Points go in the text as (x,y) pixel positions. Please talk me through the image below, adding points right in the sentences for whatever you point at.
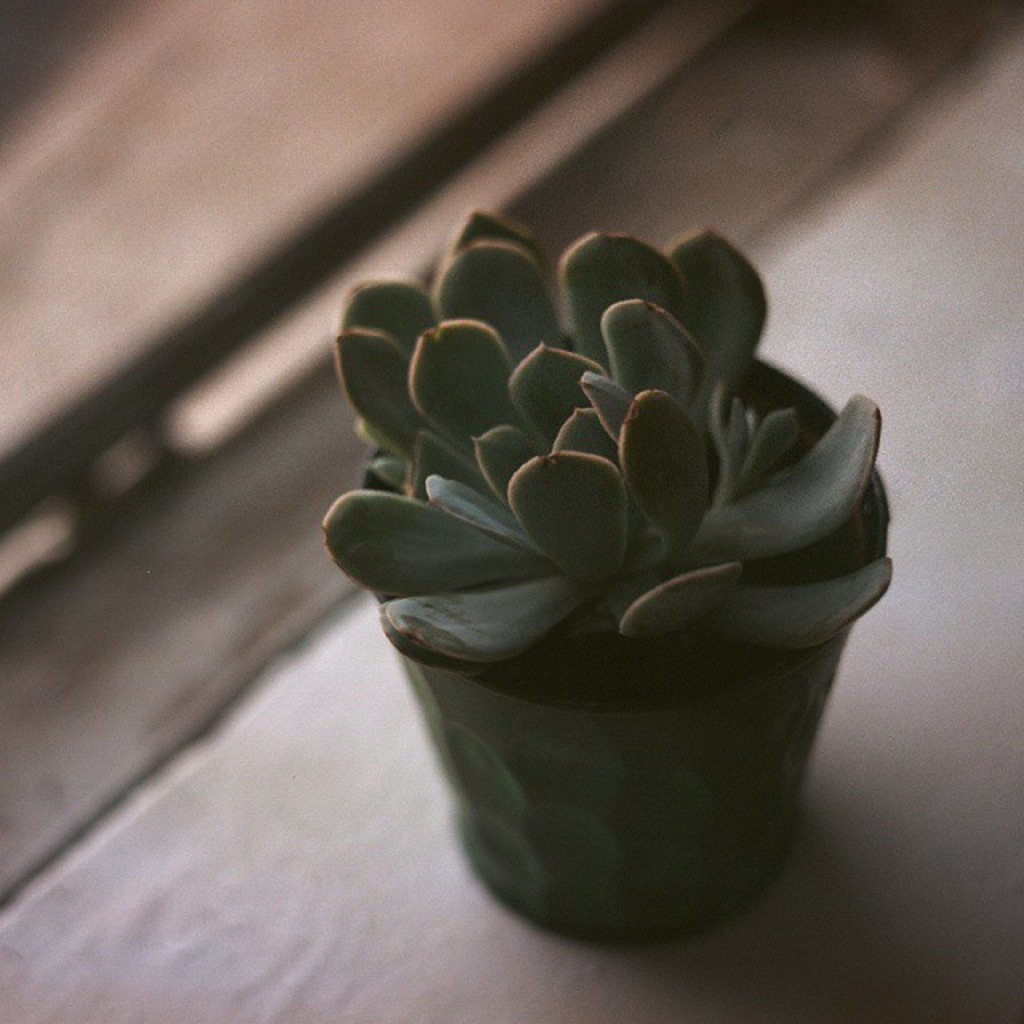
In the center of the image (563,643) we can see one plant pot (643,738) and plant (514,645). In the background (499,108) we can see few other objects (893,8).
